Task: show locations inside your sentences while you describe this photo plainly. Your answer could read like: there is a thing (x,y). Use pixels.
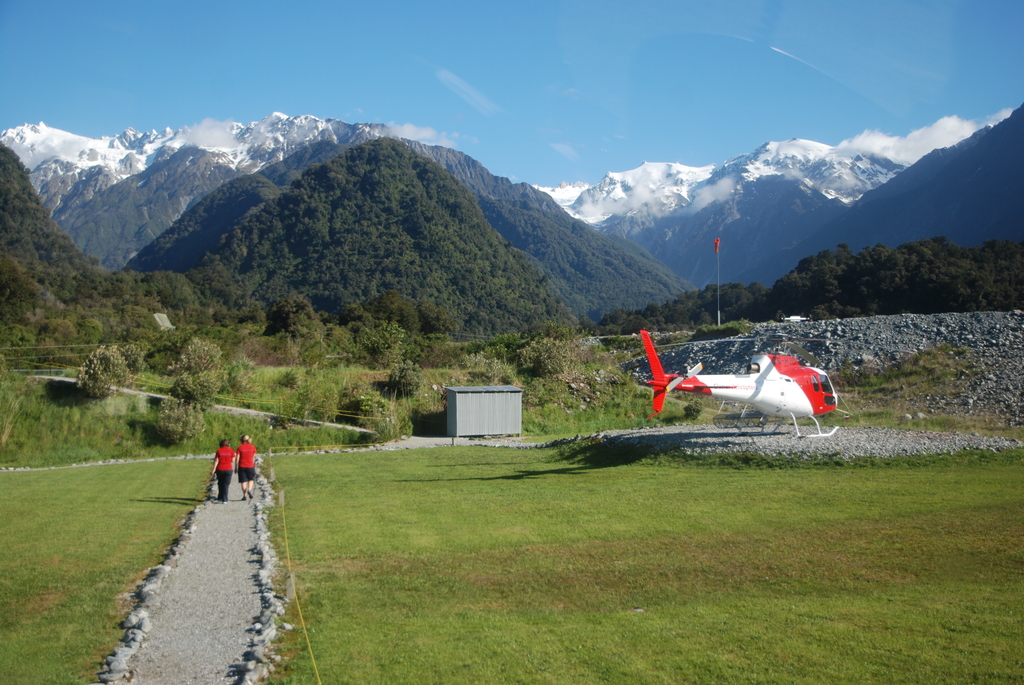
In this picture there are two people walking on path (237,542) and we can see grass (423,522), helicopter (741,393), shed (520,418), trees (335,353), stones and hills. In the background of the image (603,81) we can see the sky (533,121).
